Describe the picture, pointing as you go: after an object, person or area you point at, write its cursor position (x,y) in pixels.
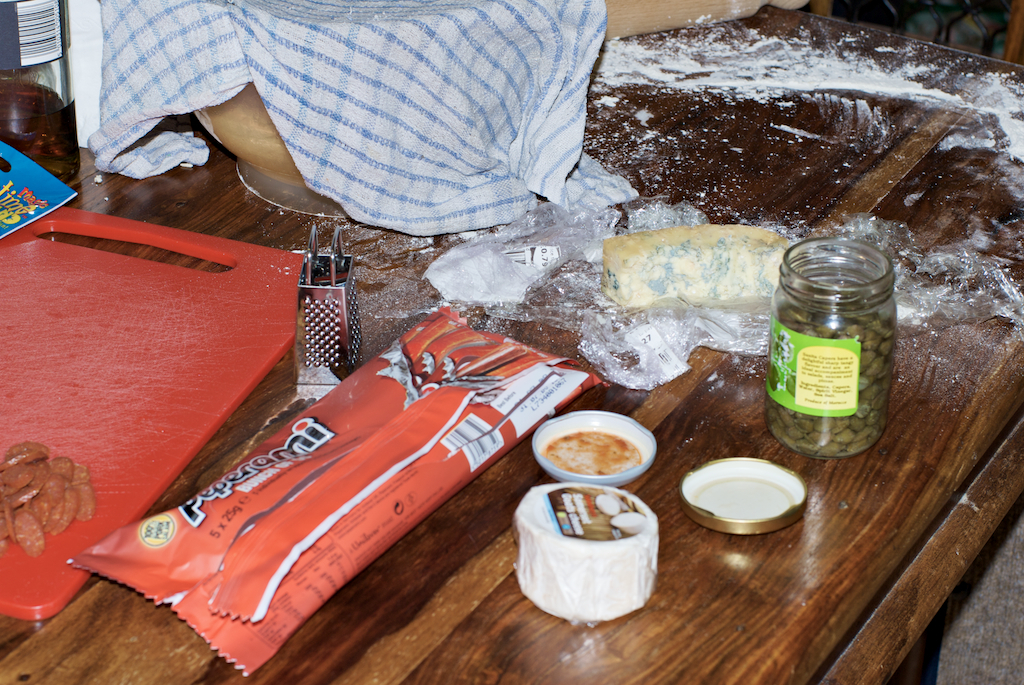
In this image I can see the chopping board (245,311), glass jar (848,353), cheese (673,277) and few objects (617,13) on the brown color table (685,613). I can see the blue and white color cloth (394,88) on it.
